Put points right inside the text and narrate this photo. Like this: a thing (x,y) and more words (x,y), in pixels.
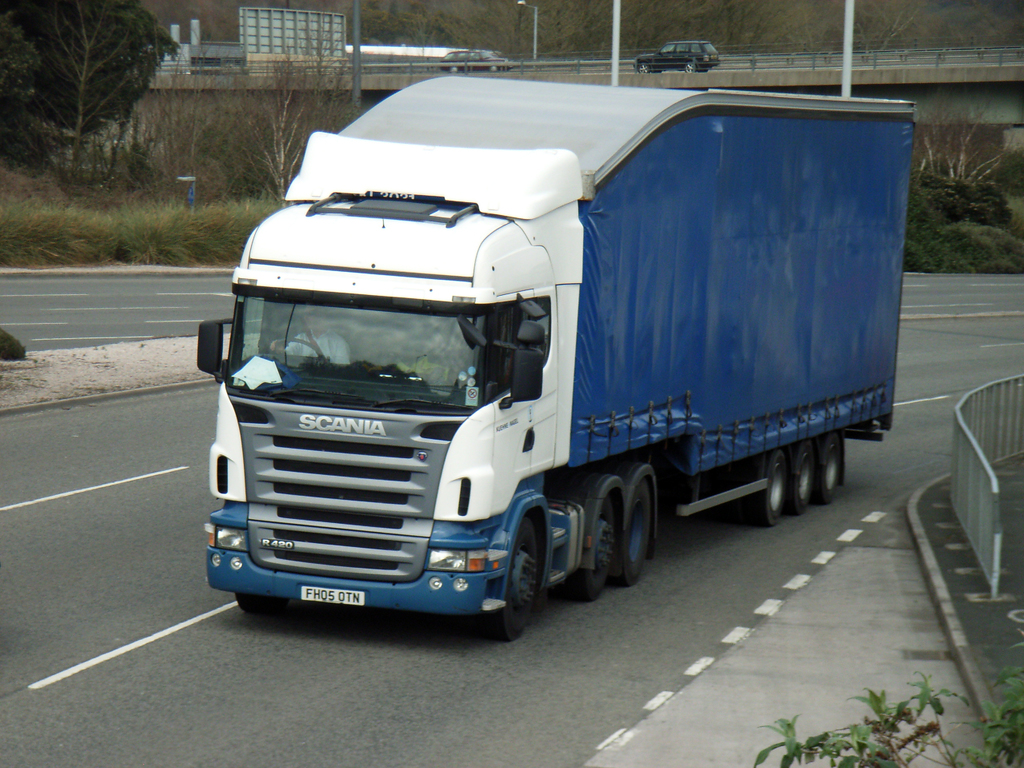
In this image we can see the vehicles (597,94) on the ground (604,606) and we can see a fence (967,483). In the background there is a bridge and there are trees (209,132), plants (187,111) and poles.
